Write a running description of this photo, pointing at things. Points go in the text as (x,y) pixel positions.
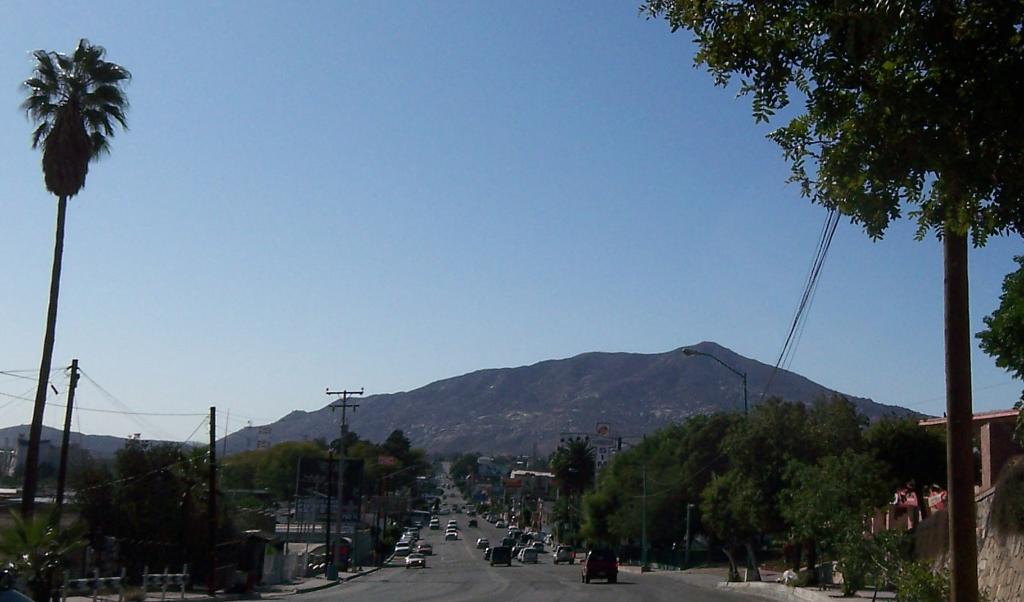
In the foreground of the image (432,561) we can see a road (430,578), vehicles (415,530), trees (192,525) and current poles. In the middle of the image (508,398) we can see hills (587,404). On the top of the image (366,148) we can see trees (889,51) and the sky (663,130).
